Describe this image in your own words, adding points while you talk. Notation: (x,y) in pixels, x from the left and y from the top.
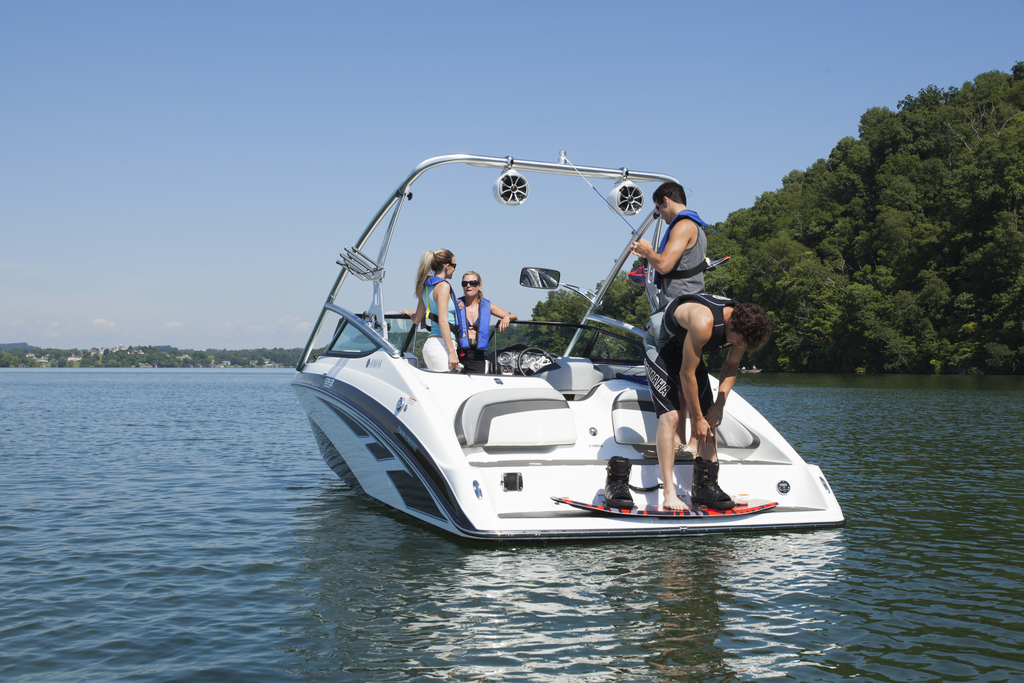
In this image we can see the boat (499,421) on the water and there are people (681,259) standing on the boat (599,320). And at the back (591,252) we can see there are trees (816,193) and the sky (441,97).
